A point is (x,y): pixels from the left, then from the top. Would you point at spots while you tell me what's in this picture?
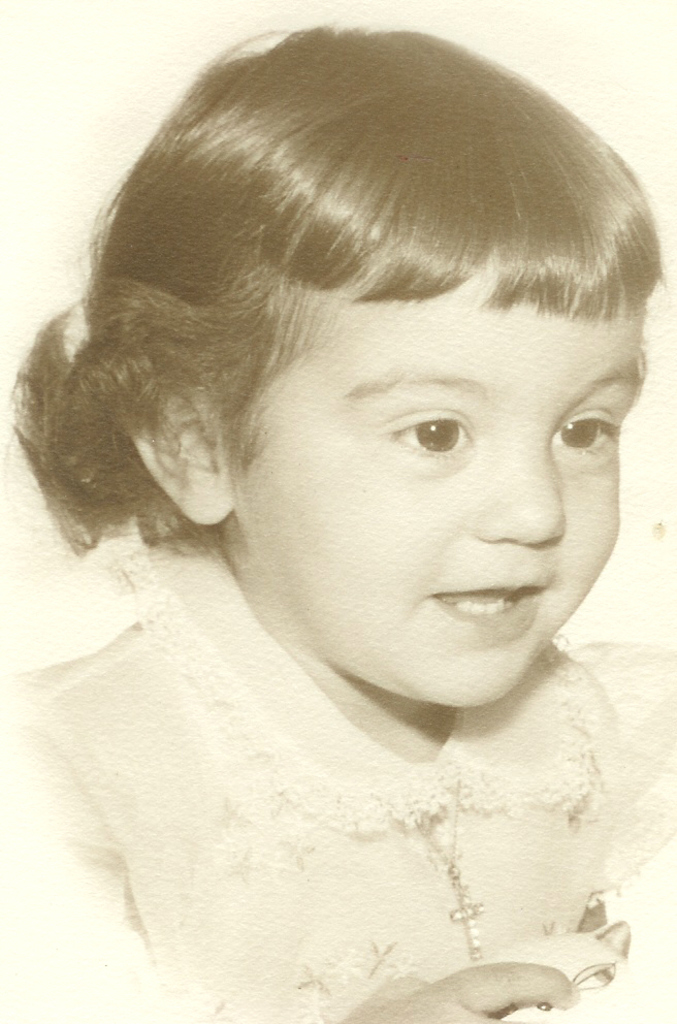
This is a black and white picture and in this picture we can see a girl (591,345) smiling.
